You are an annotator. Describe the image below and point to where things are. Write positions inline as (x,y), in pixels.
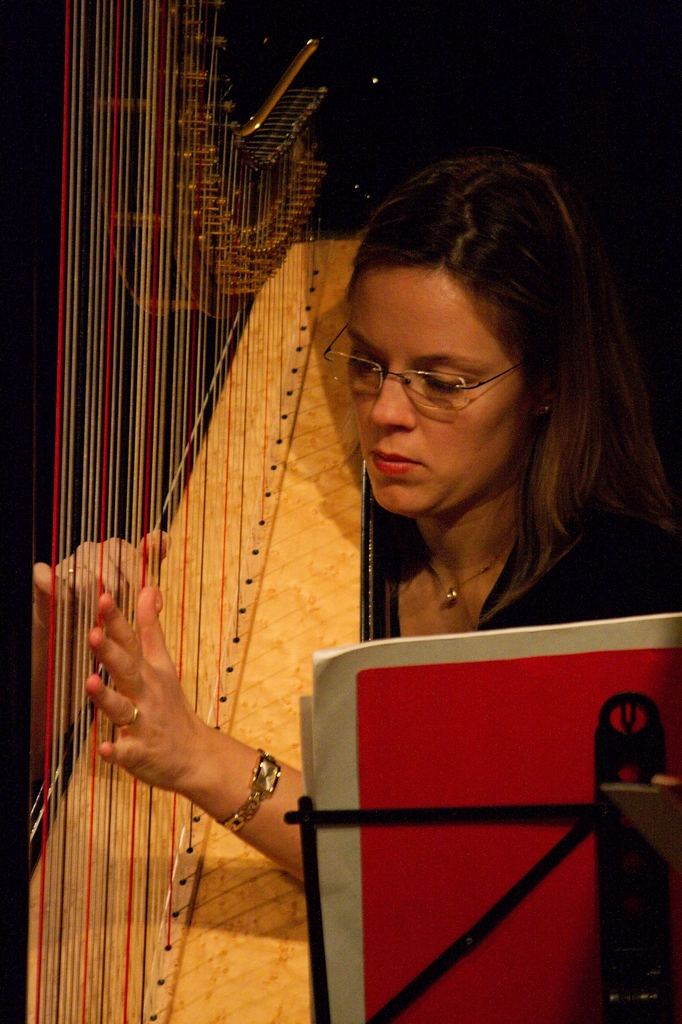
In this picture we can see a woman (248,806) holding a harp (301,675) in her hands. There is a stand (575,838) on the right side (595,826). We can see a red and white objects (402,725) on this stand (648,925). Background (10,862) is black in color.
